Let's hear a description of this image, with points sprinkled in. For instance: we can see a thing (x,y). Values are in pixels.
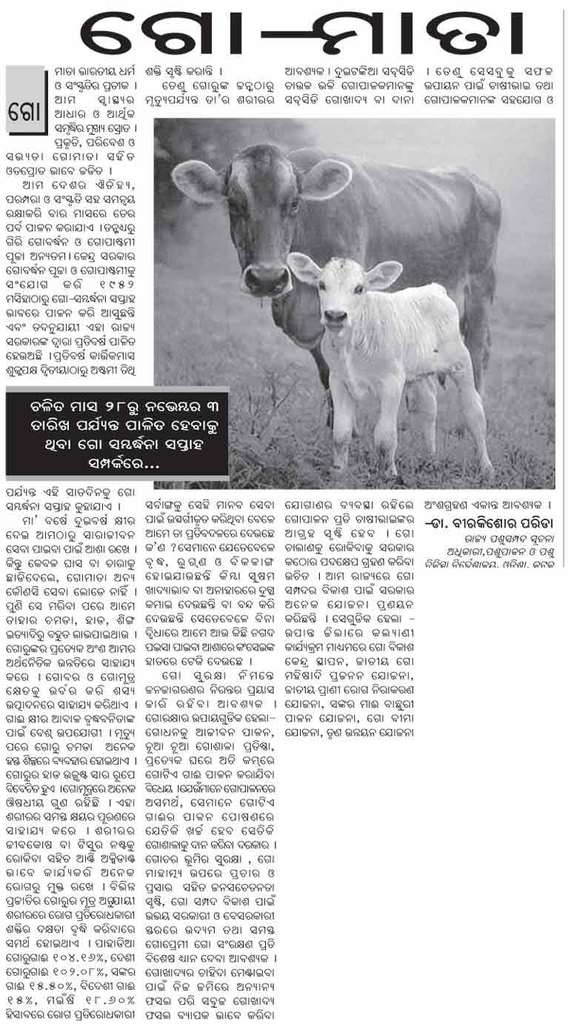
In this image, we can see a poster (409,483) with some images (331,483) and text (56,955).
